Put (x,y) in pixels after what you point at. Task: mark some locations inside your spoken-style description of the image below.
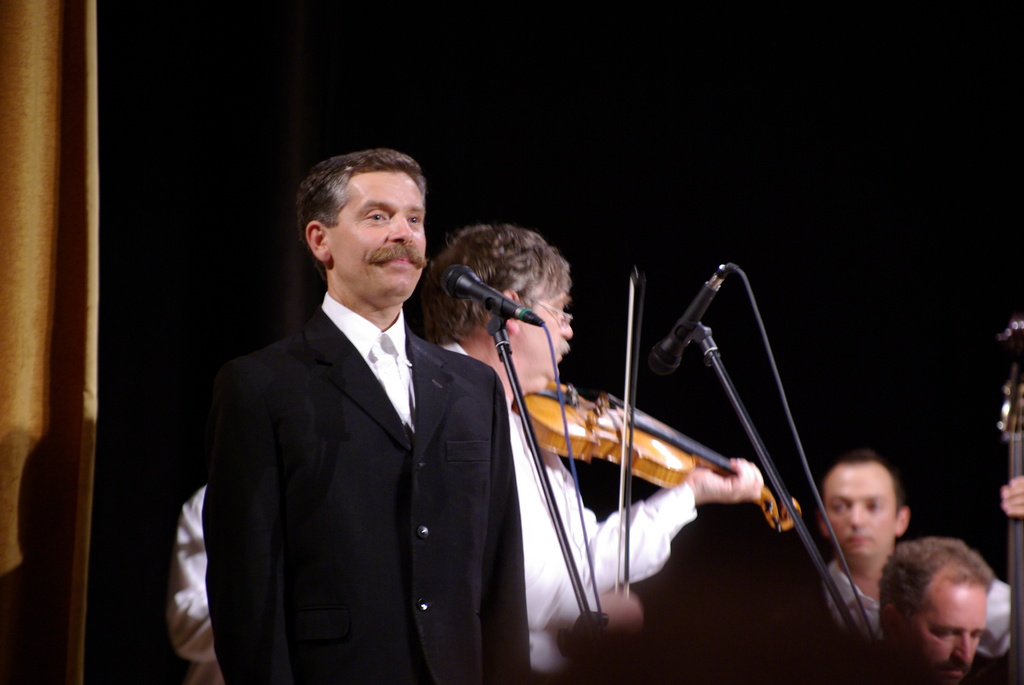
In the picture I can see people (522,513) among them a man (374,435) is standing and wearing a black color coat (383,517). The man (528,469) in the middle (522,447) is playing a musical instrument (642,450). I can also see microphones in front of the image.
